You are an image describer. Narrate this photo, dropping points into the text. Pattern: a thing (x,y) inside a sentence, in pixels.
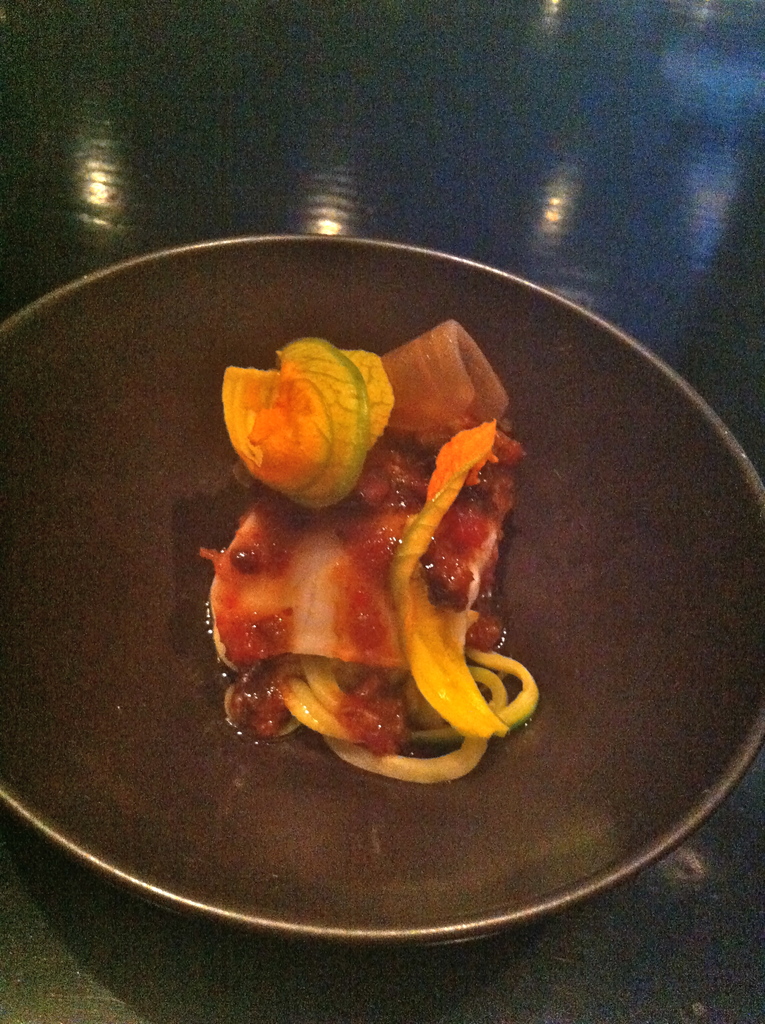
The picture consists of dish (299,578) in a pan (219,385). The pan (197,342) is placed on a table (0,986).
